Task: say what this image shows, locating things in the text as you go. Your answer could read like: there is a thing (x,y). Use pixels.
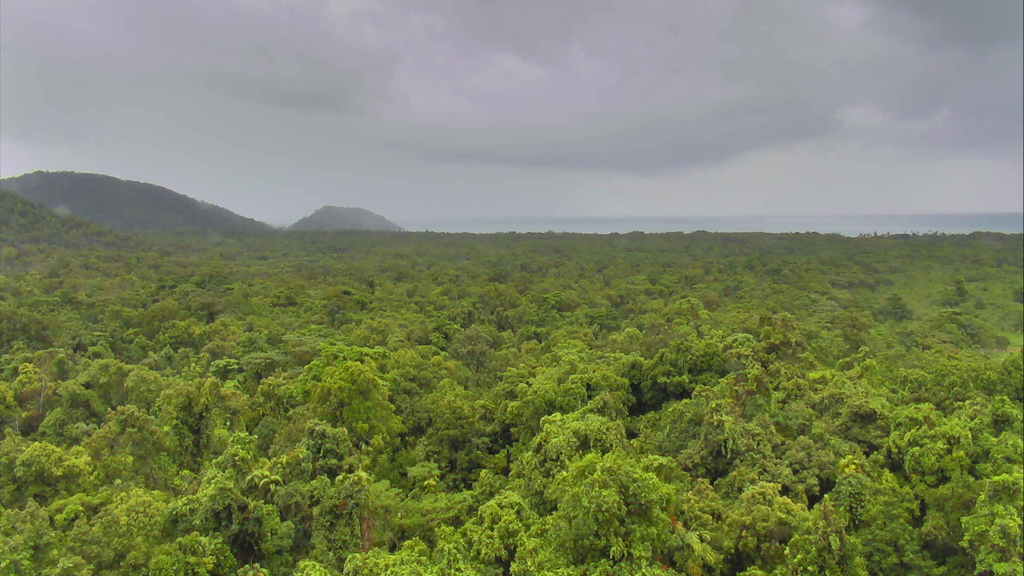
In the image there are plenty of trees (510,253) and in the background (44,189) there are two mountains (336,224).
